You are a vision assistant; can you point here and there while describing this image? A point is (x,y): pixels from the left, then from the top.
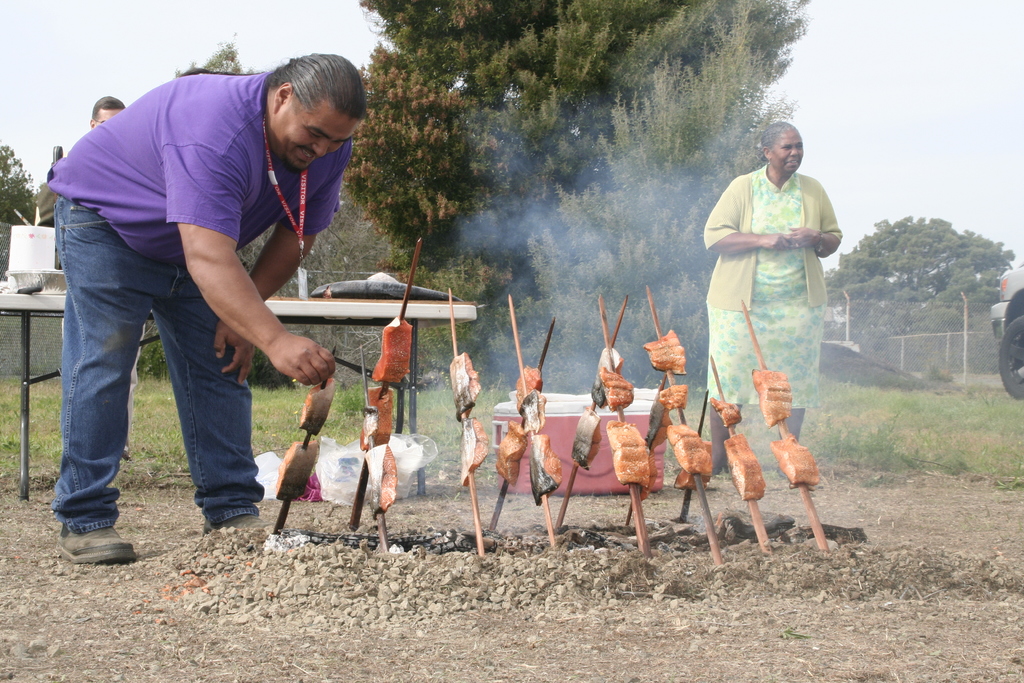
On the left (335,137) there is a man (182,178) who is wearing t-shirt (164,136), jeans (170,312) and shoe (128,550). He is holding the stick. On the right (751,250) there is a woman (732,199) who is standing near to the grass (843,440). On the table (397,305) we can see fish (339,285), box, plates (52,279), knife (34,291) and tissue papers (22,257). Here we can see a man (103,105) who is standing at the table (56,310). In the background (527,172) we can see many trees (507,343). On the right (864,323) background (921,327) we can see fencing (938,330), poles (966,364) and car (1011,373). On the top right (875,26) we can see sky (883,87) and clouds (997,85). On the bottom (302,463) we can see the wooden sticks (797,464) and fish pieces (784,469).
